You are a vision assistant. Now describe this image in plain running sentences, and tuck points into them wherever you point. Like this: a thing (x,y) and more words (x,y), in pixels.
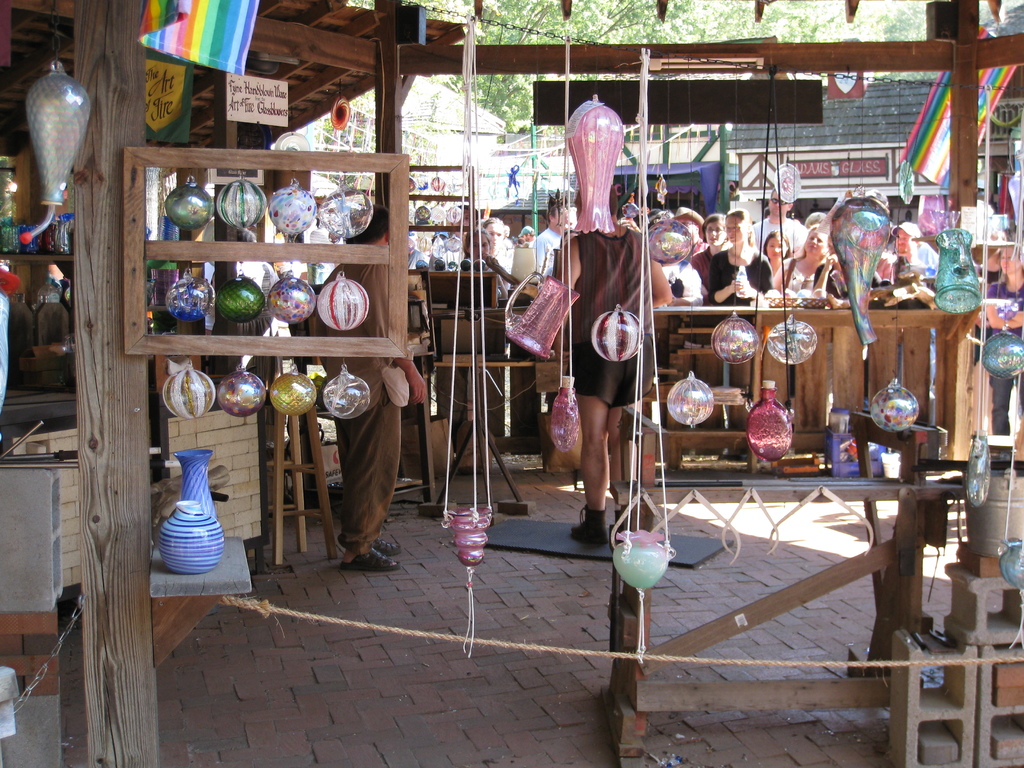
In this image I can see few vases (211,513) and decorative items (856,254). These are colorful. To the back of these items (615,341) I can see two people (595,378) standing in-front of the table (675,320). In-front of these people (566,280) I can see group of people (714,276) with different color dresses (792,281). In the back (656,166) there are boards (857,161) to the tents (674,192). And I can see many trees (807,15).
